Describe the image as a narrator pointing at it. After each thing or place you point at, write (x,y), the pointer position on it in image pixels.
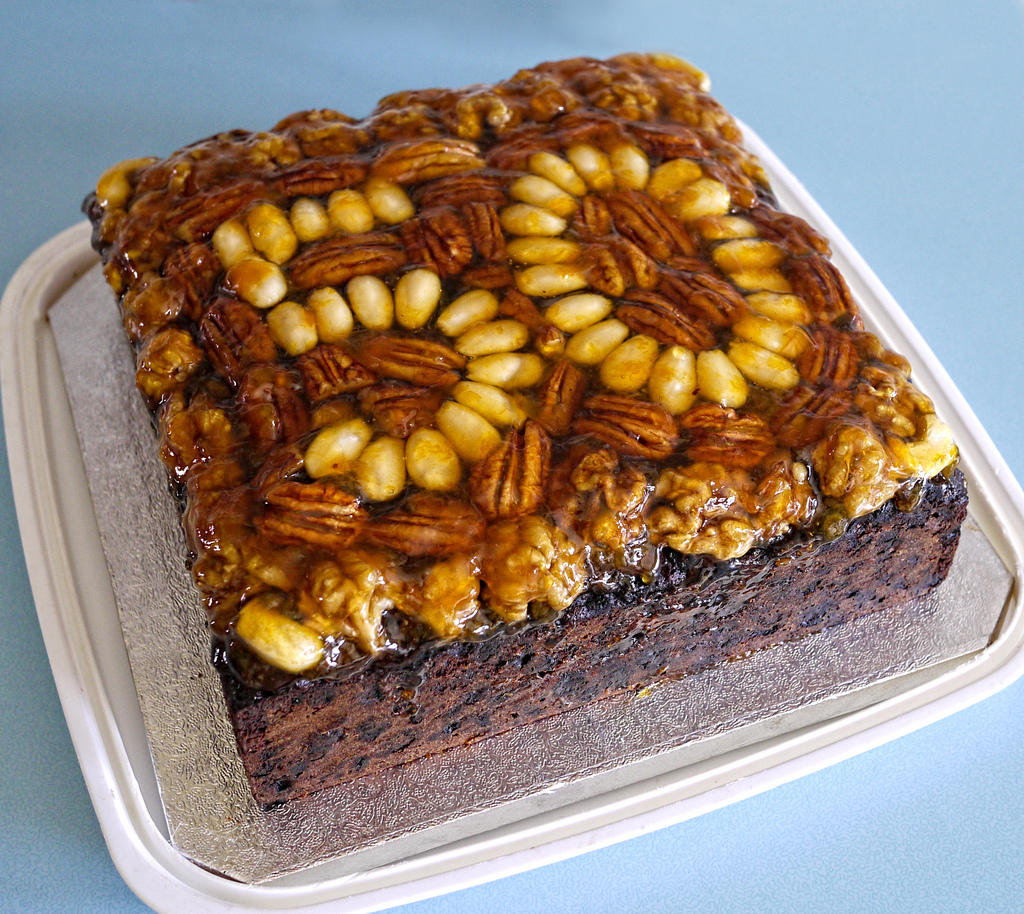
In this picture we can see cake (343,587) with tray (537,839) on the blue surface (800,848).
